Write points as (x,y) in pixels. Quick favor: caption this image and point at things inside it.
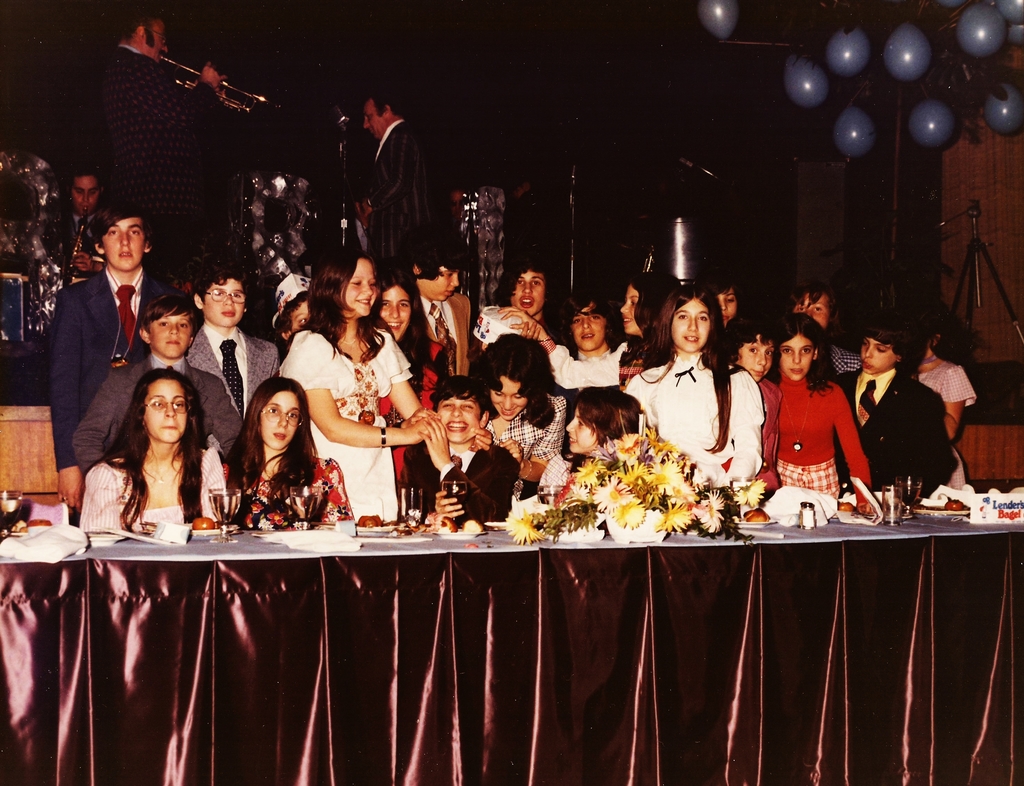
In the foreground of this image (702,634), there is a table (379,691) on which glasses (232,503), flower pot (638,461), tissue papers (301,543), platters (124,538) and a name board (979,520) are on it. In the background (763,365), there is the crowd (417,332) standing and few of them are sitting and also few men (117,150) standing and playing musical instruments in front of a mic (342,123). On the top right (854,43), there are balloons (812,71), a tripod stand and a wall (971,175).
